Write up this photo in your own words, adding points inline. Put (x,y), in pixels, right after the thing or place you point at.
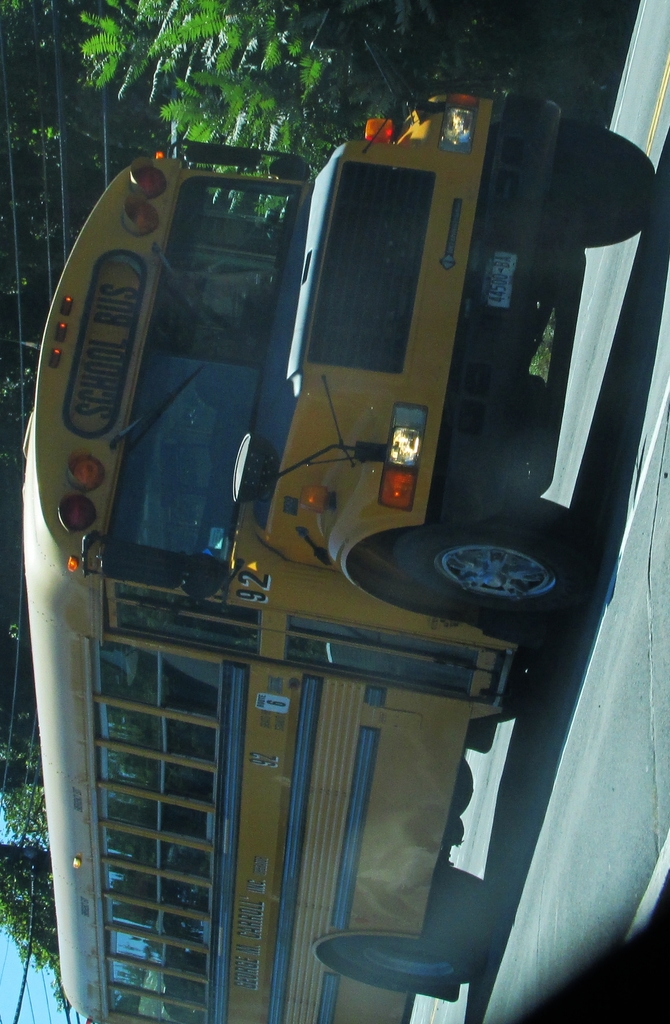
In this image we can see one school bus (391,562) on the road (561,823), some trees (54,192), some wires (47,212) and at the top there is the sky (8,973).
